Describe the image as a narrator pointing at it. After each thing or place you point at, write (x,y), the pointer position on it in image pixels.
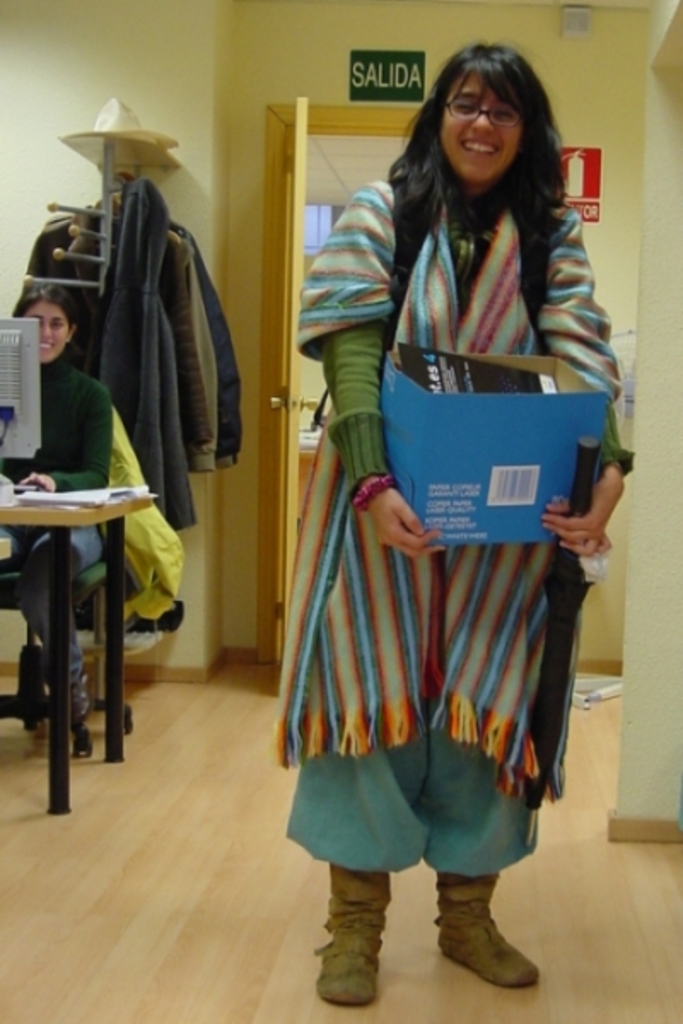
In the foreground (419,803) I can see a woman (419,803) is holding a box (485,494) in hand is standing on the floor (291,926). In the background (66,353) I can see a woman (47,325) is sitting on the chair (89,588) in front of a table (112,534) on which I can see a PC (31,432), clothes hanger (77,259), wall (18,57), board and a door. This image is taken in a hall (237,753).
